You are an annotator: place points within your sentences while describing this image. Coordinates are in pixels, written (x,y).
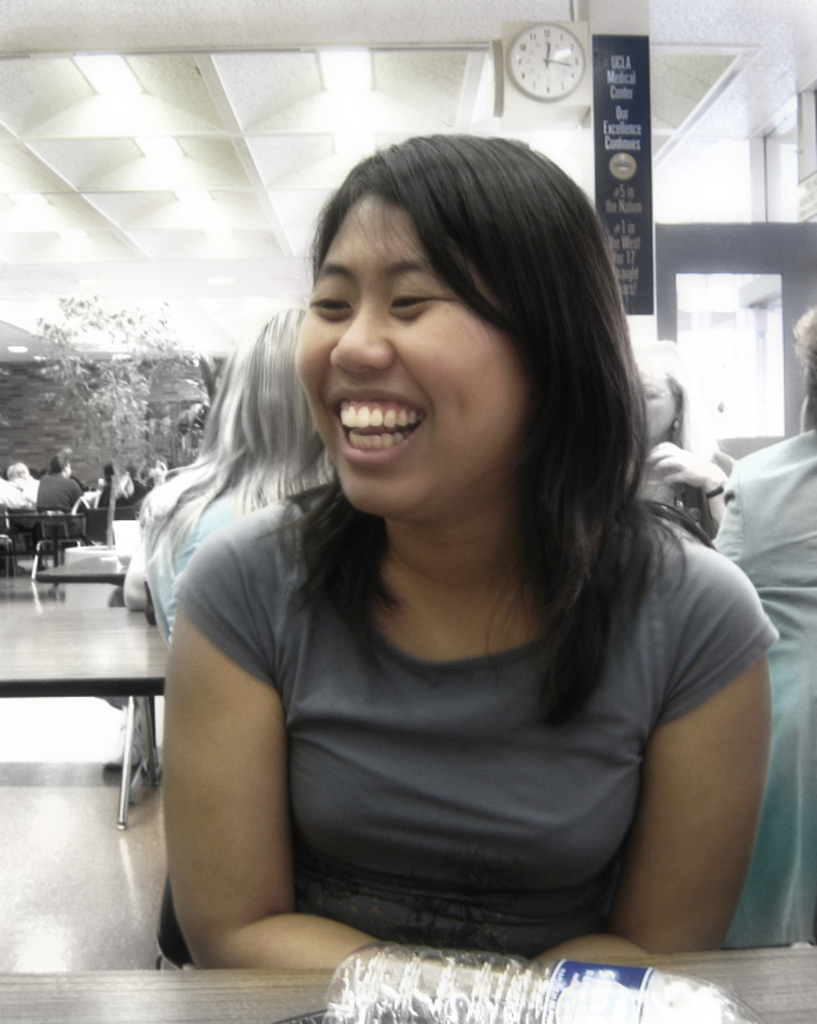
In this image I can see a woman (473,707) wearing grey colored dress (432,775) is sitting in front of a table (157,997) and on the table (181,1011) I can see a bottle (539,979). In the background (809,638) I can see few other persons (796,664) sitting, few trees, a black colored banner (647,295), the ceiling (157,253), few lights (184,188) to the ceiling (251,178) and a clock (578,69) which is white in color.
